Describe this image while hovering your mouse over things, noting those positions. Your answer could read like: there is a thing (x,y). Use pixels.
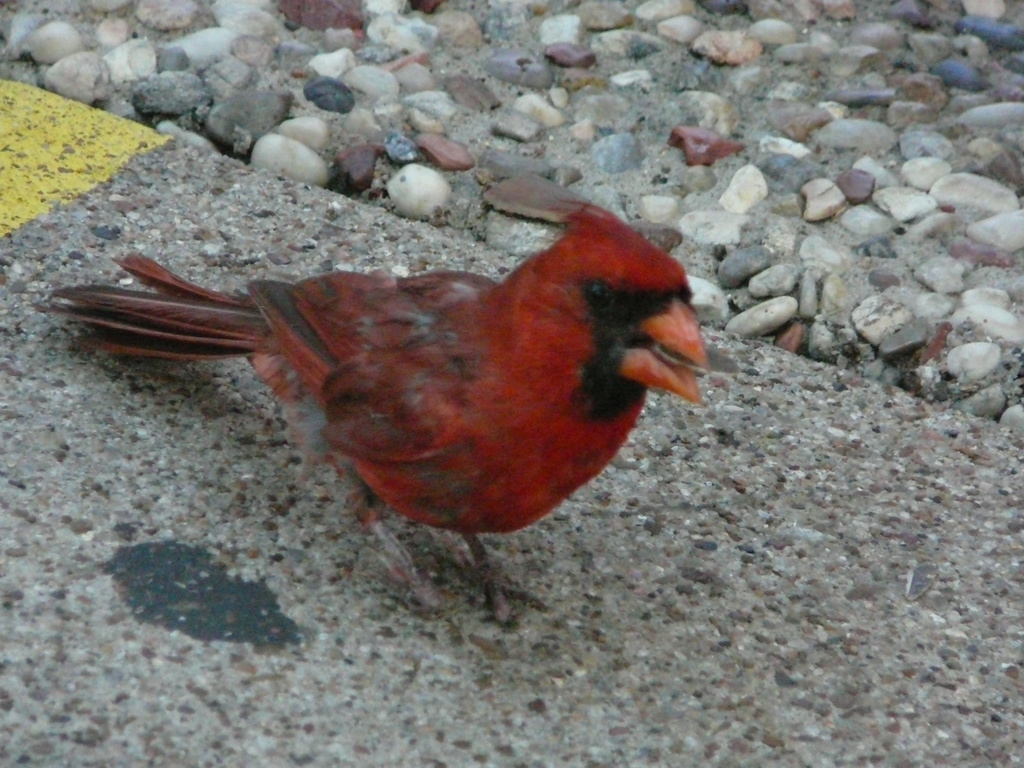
In the picture I can see a red color bird (602,339) on the road (547,588). In the background (904,202), I can see the stones (731,98) on the road (530,631).
